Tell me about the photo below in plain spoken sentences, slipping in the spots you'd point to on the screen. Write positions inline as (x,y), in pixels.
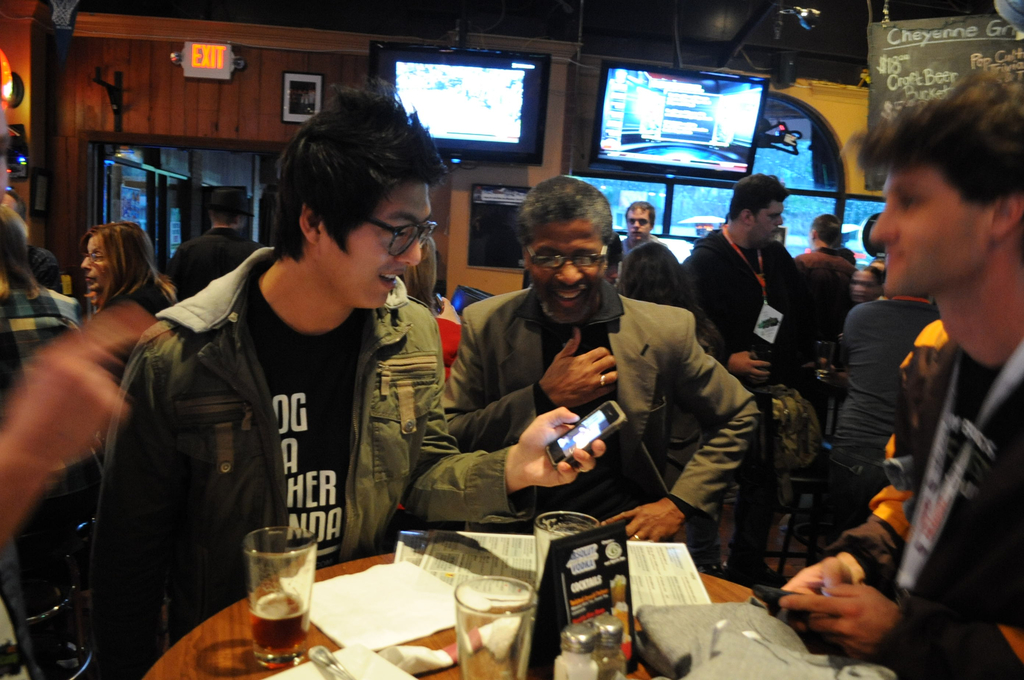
In this image we can see three persons (728,431) are standing in front of a table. On table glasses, paper (484,558) and things (728,614) are kept. Behind them so many people (753,264) are standing and seeing. On the wall (590,144) TVs (614,129) are attached and to the right side of the image (914,35) we can see one board (935,74).
